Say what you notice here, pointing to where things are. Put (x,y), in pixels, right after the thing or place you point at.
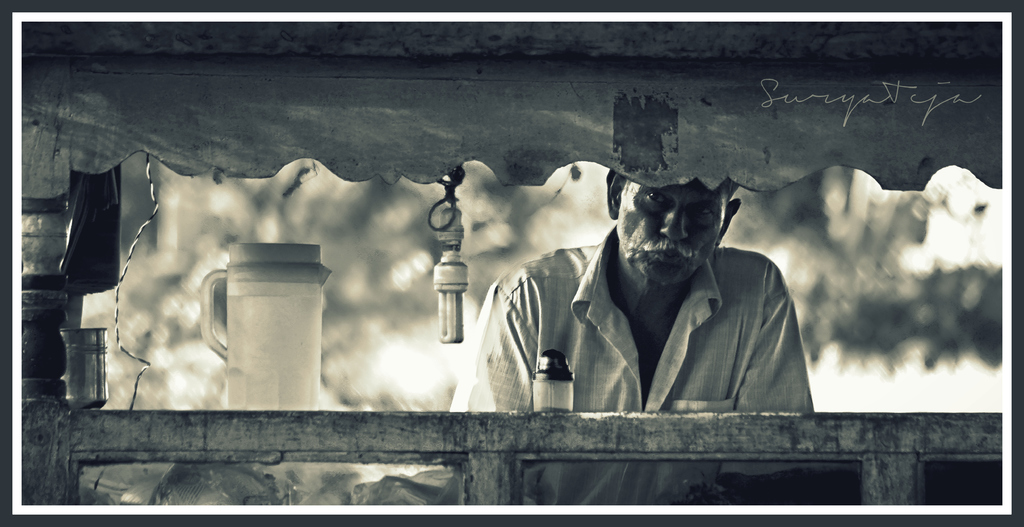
In this image we can see a person (617,294), in front of him there is a light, jug (271,292), glass (95,363), and a jar (556,379), also we can see the wire (153,203), and the text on the wooden object (505,163), the background (842,257) is blurred.
